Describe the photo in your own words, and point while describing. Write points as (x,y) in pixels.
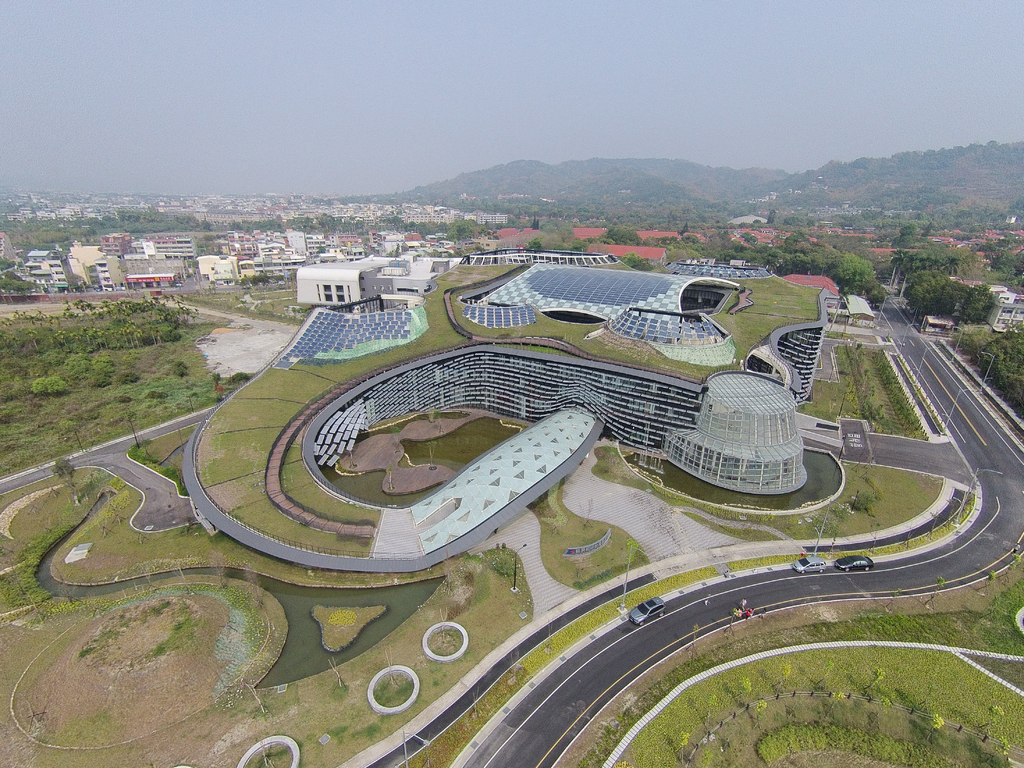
Right side of the image (843,567) there are few vehicles (821,568) on the road (827,596). There are few buildings (532,378). Right side (691,305) there is construction (695,318) on the land (311,682). Left bottom there is water (334,595) in between the land (374,658). Left side (116,338) there are few trees (129,338). Right side (940,181) there is a hill (728,189). Top of the image (749,76) there is sky (710,89).
